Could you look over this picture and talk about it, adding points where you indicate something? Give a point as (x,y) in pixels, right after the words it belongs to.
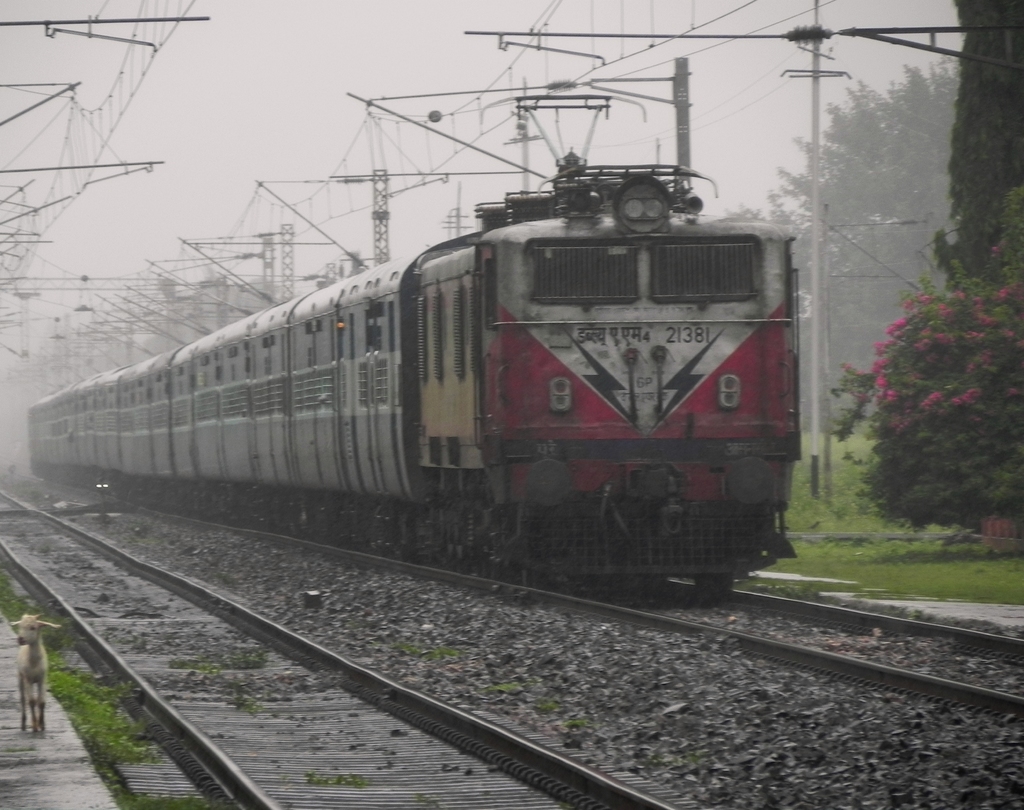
This image is taken outdoors. At the top of the image (256,99) there is the sky (281,223). At the bottom of the image (536,748) there are two railway tracks (517,753). On the right side of the image (872,236) there are a few trees (882,392) on the ground (969,559) and there is a ground (871,541) with grass (845,512) on it. In the middle of the image (532,451) a train (413,403) is moving on the track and there are a few poles (293,273) with wires (13,218). On the left side of the image (40,628) there is a goat (39,686) on the floor (49,747).
